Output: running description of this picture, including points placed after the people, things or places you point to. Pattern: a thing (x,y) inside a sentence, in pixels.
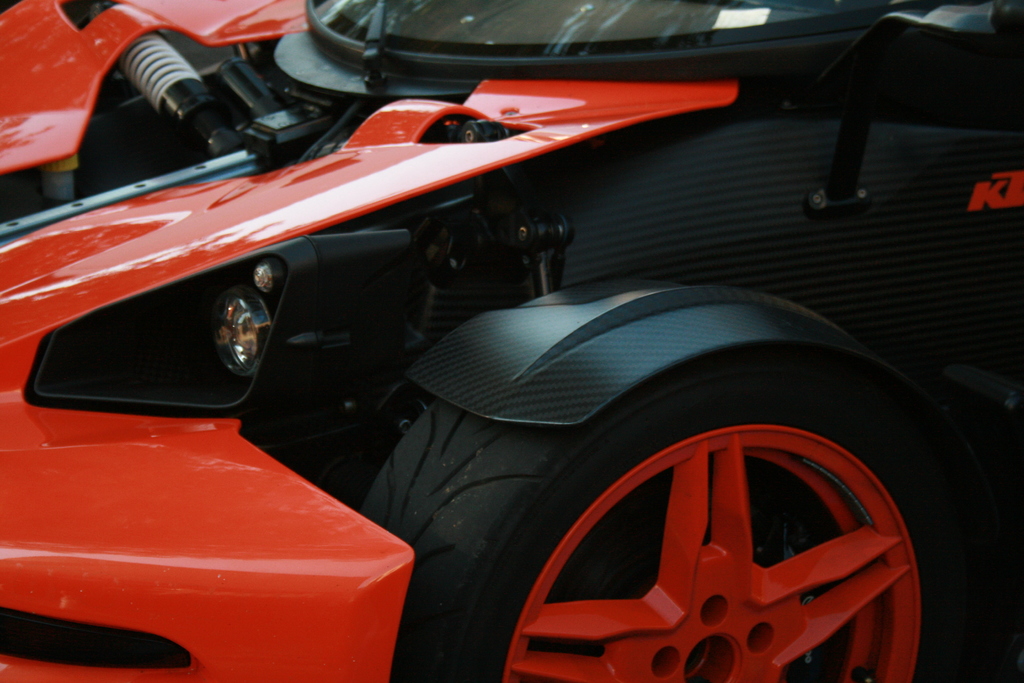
In this picture I can see the vehicle (440,319).
